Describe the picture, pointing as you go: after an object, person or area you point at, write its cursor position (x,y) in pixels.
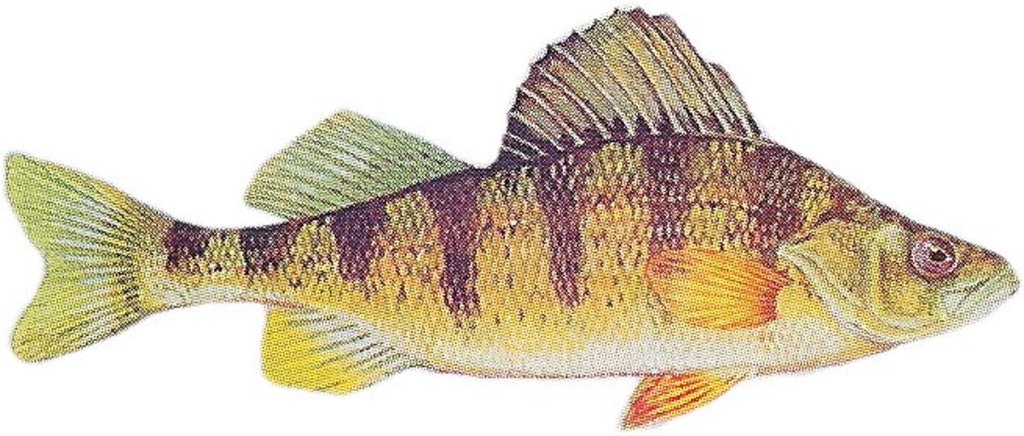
In this image we can see a fish (621,286). There is a white background (898,85) in the image.
